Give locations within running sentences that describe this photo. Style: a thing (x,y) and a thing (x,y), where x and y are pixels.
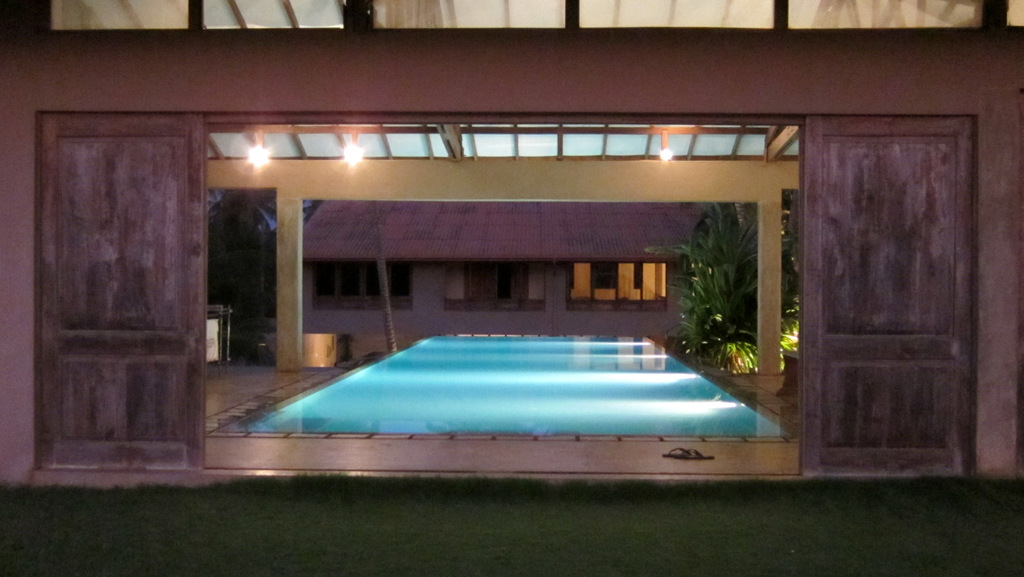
In this image I see the grass (480,531) over here and I see the wall (108,99) and I see the pool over here and I see the path (509,442) and I see the footwear (691,458) over here. In the background (502,300) I see the house (550,269) and I see few plants (733,270) and I see the lights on the ceiling (570,156).
